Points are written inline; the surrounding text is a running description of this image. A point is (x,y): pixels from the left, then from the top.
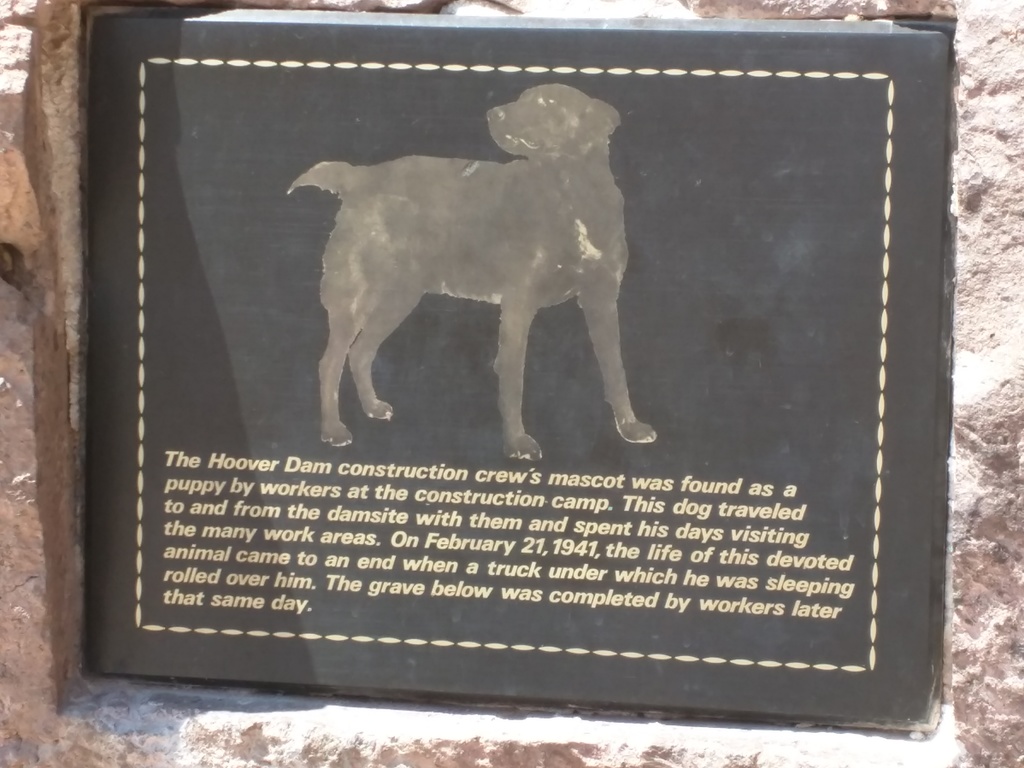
In the picture we can see a grave (253,742) of the dog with a black color plate (104,239) on it we can see a image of a dog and some lines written about the dog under it.
